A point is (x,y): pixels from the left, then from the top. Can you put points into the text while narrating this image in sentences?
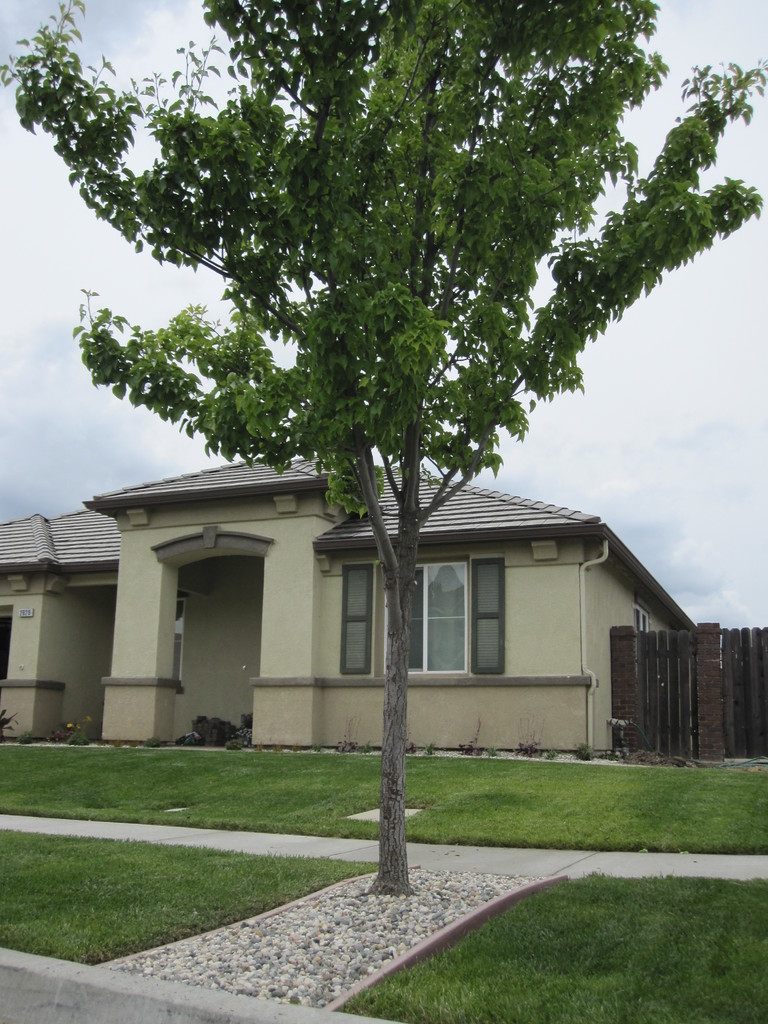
In this image I can see grass (486,809) on the bottom side (300,895) and in the front (400,722) I can see a tree (397,783). In the background (352,546) I can see a house (319,662), clouds (666,588) and the sky (539,410). I can also see a wooden wall (667,710) on the right side of the image (653,696).
